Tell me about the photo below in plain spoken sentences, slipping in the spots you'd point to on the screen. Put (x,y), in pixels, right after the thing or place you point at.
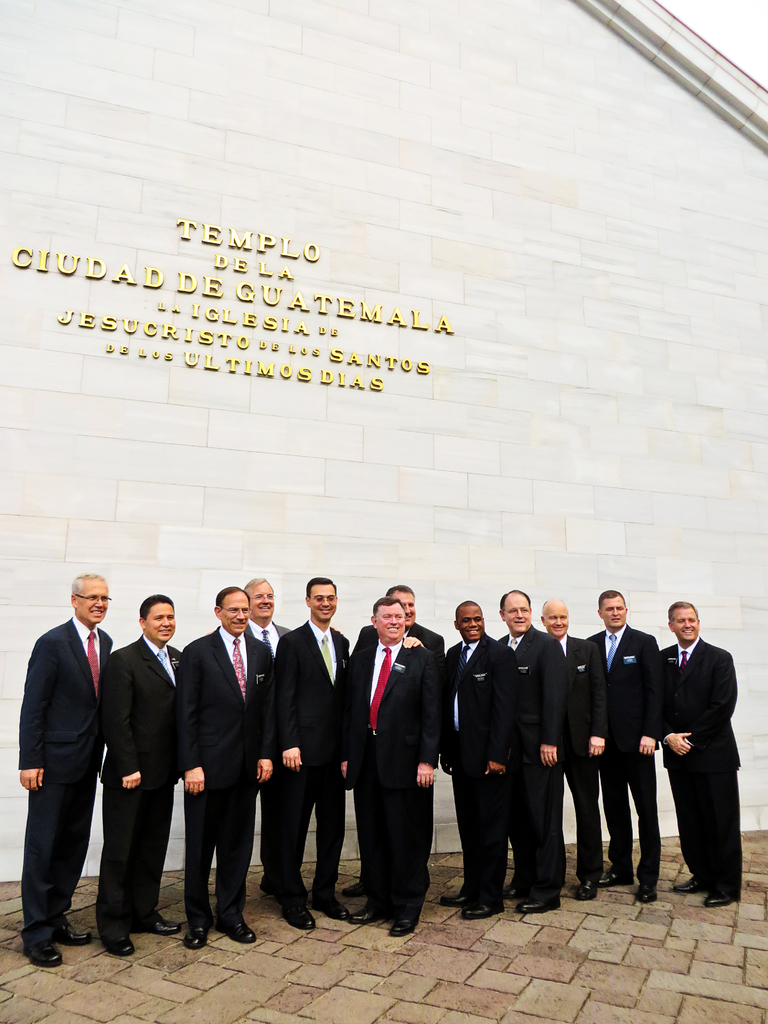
In this image, we can see some people (730,851) standing and we can see a wall (665,494), on that wall (313,163) we can see some text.
